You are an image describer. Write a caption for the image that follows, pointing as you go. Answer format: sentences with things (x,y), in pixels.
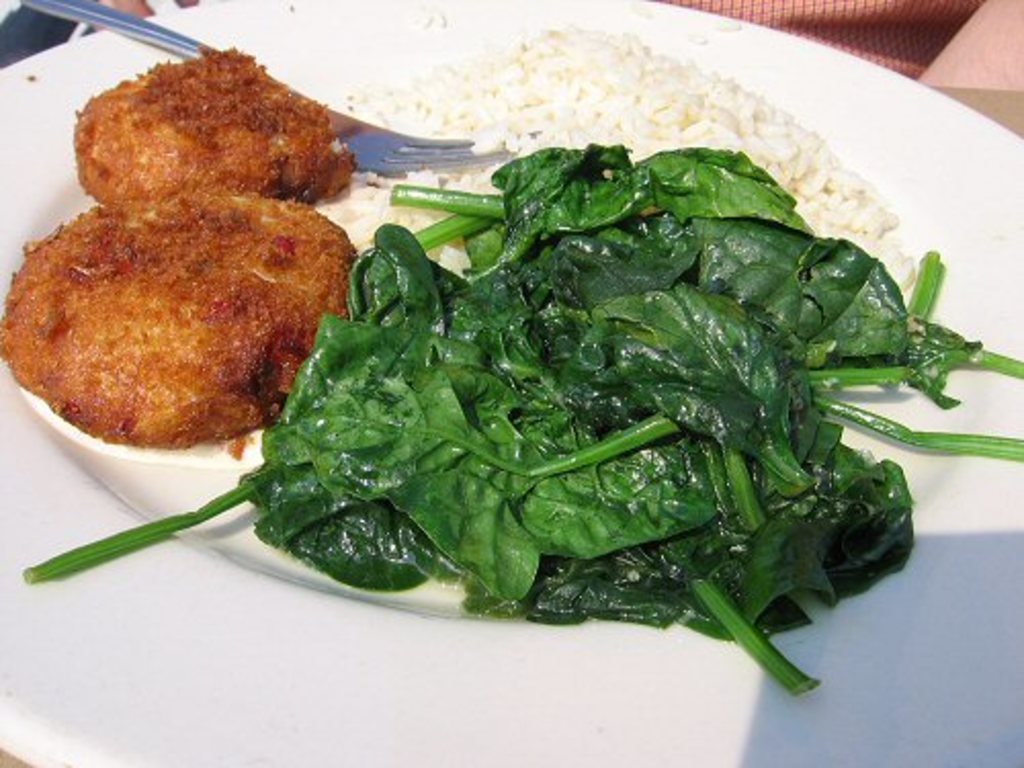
In this image there is a plate (398,686) with rice (526,130), a fork (367,157), spinach (513,362) and two nuggets (128,169) on it. At the top of the image (894,25) there is a person (1011,46).
